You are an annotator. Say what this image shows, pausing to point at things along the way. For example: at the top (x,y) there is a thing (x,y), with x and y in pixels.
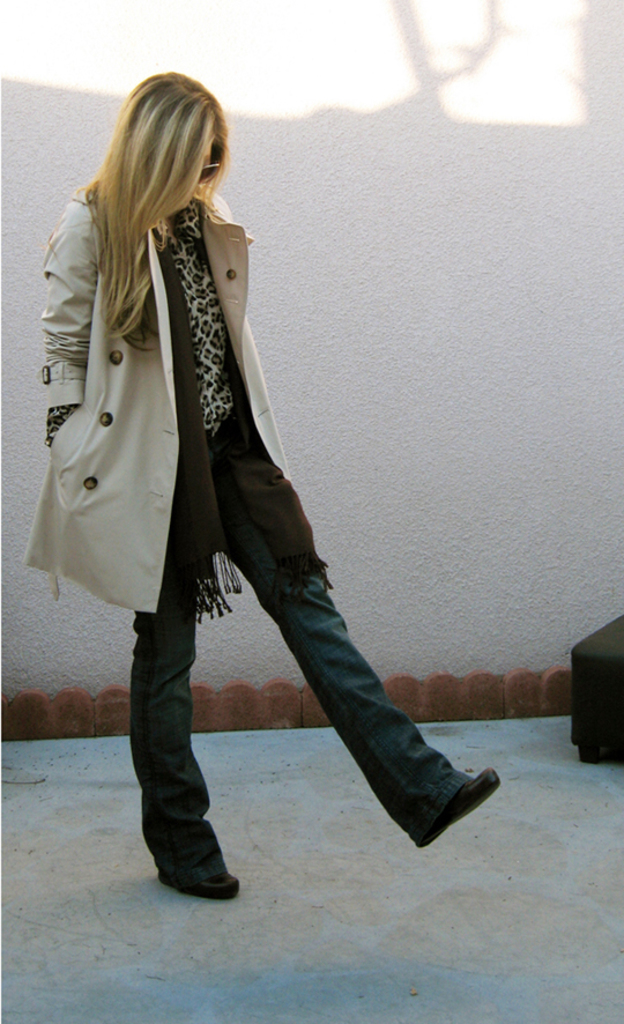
In this image we can see a lady (146,371) wearing goggles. In the back (429,185) there is a wall (468,454). On the right side (607,706) there is a black color object (592,700).
